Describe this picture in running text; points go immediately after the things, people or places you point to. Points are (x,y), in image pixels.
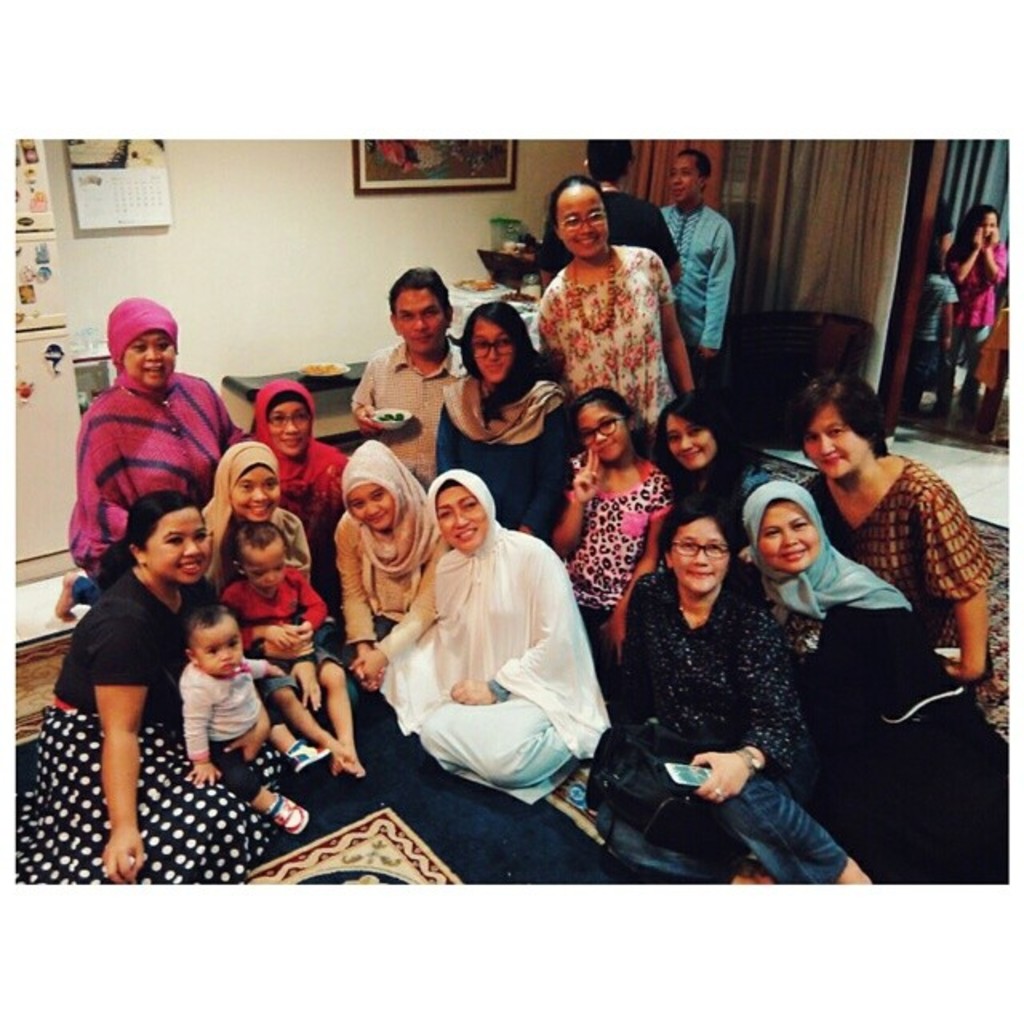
In this image in the center (621,440) there are group of people (438,503) sitting, and there are some children (245,646). In the background (740,269) there are curtains (836,225), photo frame (431,187), calendar (82,186), fridge (43,314), table (357,372) and objects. At the bottom (358,710) there is floor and carpet (1001,590).
